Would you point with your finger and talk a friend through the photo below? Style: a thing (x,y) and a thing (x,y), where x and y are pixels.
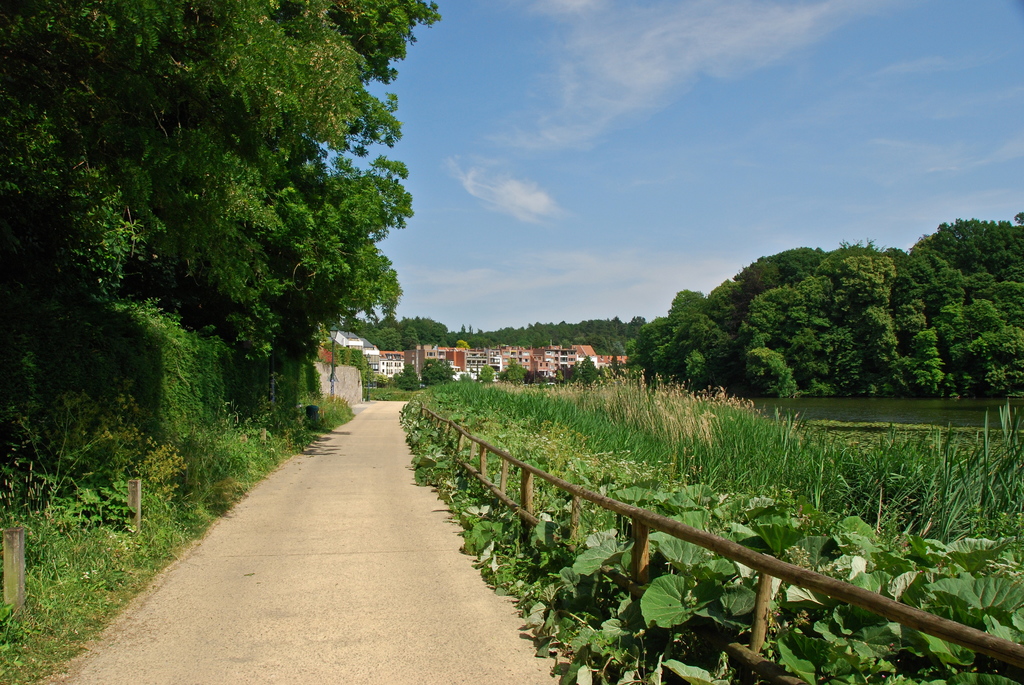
In this picture we can see the path (334,549), beside this path (334,585) we can see plants (121,269) and in the background (900,326) we can see buildings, trees (960,266) and the sky (1020,165).
